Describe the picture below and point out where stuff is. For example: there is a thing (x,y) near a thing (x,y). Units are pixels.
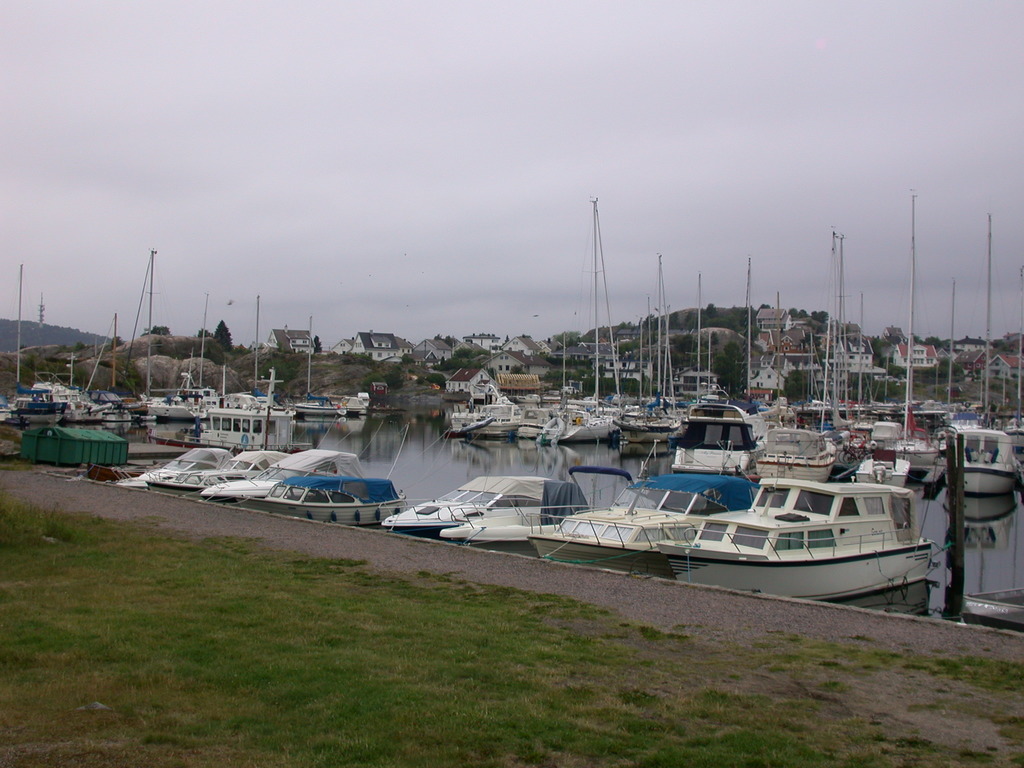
This picture is clicked outside. In the center (475,497) we can see the boats (364,475) and some other objects (879,443) in the water body (376,437) and we can see the green grass (685,680), metal rods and in the background (468,138) we can see the sky (718,164), houses (865,362), trees (401,369) and some other objects (438,386).
